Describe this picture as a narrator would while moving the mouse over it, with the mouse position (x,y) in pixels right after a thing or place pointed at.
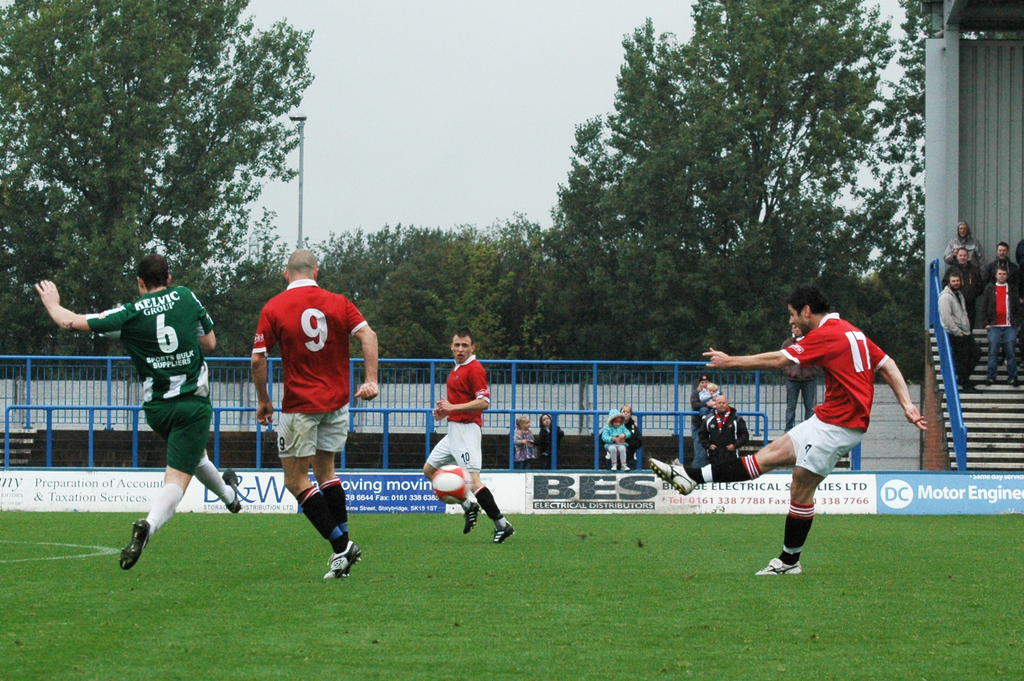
In this image there are a few players (348,570) playing football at a ground (459,518), on the other side of the ground (484,531) there is a metal fence (638,417) and there are a few people (547,422) standing and watching the game, beside the metal fence (766,434) on the stairs (982,394) there are a few other people (960,300) standing and watching the game, behind them there is a metal shed (963,149), in the background of the image (260,247) there is lamp posts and trees (276,267).
